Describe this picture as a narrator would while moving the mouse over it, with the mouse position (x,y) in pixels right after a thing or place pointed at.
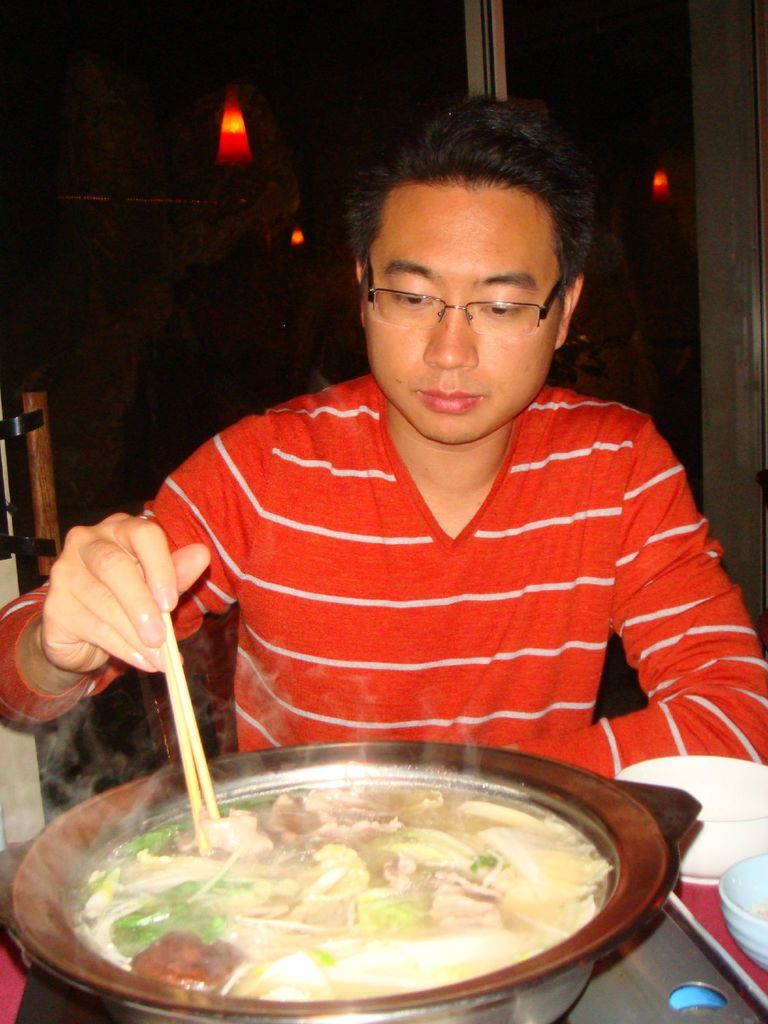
As we can see in the image there is a man (419,412) wearing orange color shirt (381,535), spectacles (401,323) and holding chopsticks (170,652) in his hand (144,612). In front of him there is a bowl (33,875) with hot soup (231,905).
